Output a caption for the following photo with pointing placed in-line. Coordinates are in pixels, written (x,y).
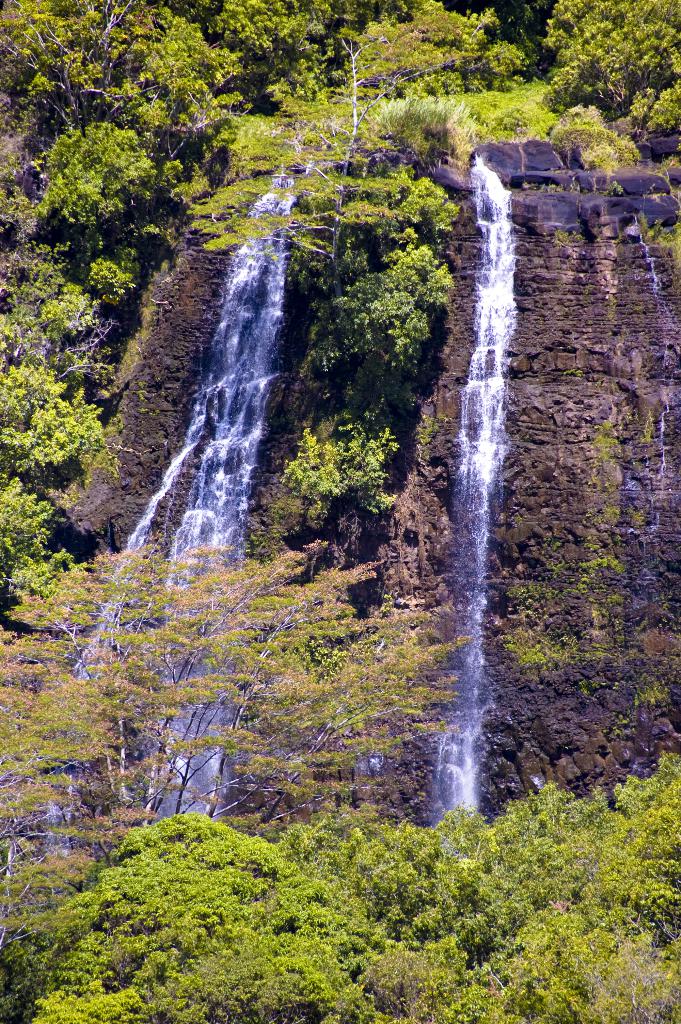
In this image there are trees (271,563) and there is a waterfall (268,344) which is visible.
